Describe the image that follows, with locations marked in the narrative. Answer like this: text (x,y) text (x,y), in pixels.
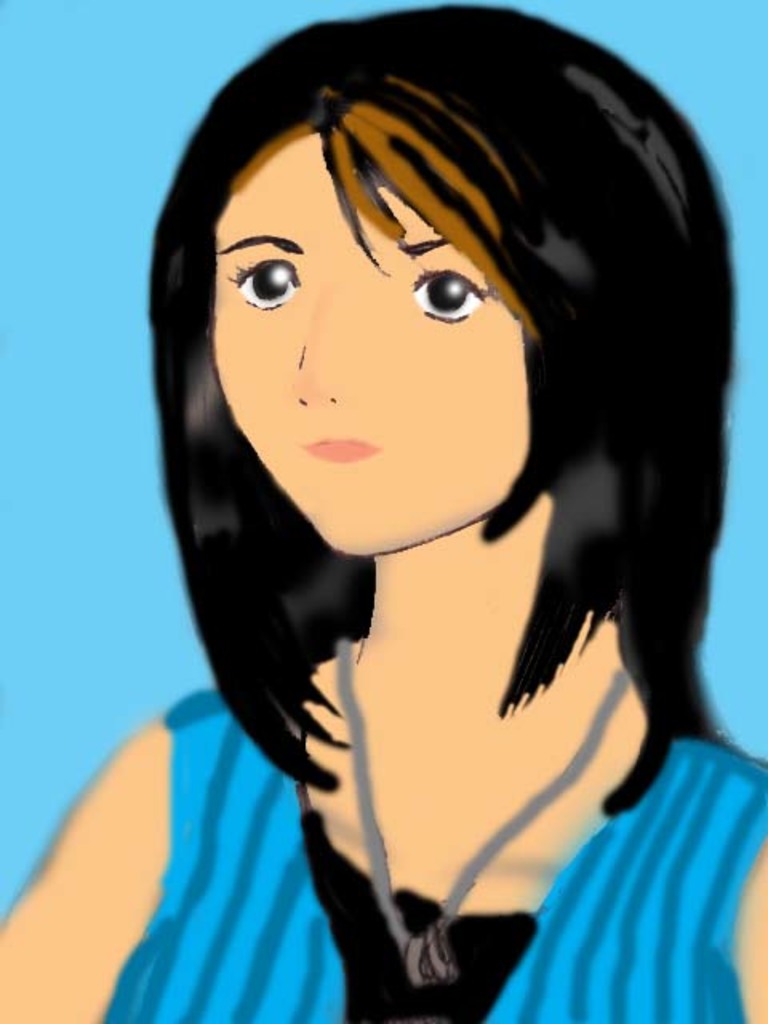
The picture consists of an animation. In the animation we can see a girl (376,642) in blue dress (550,908).
